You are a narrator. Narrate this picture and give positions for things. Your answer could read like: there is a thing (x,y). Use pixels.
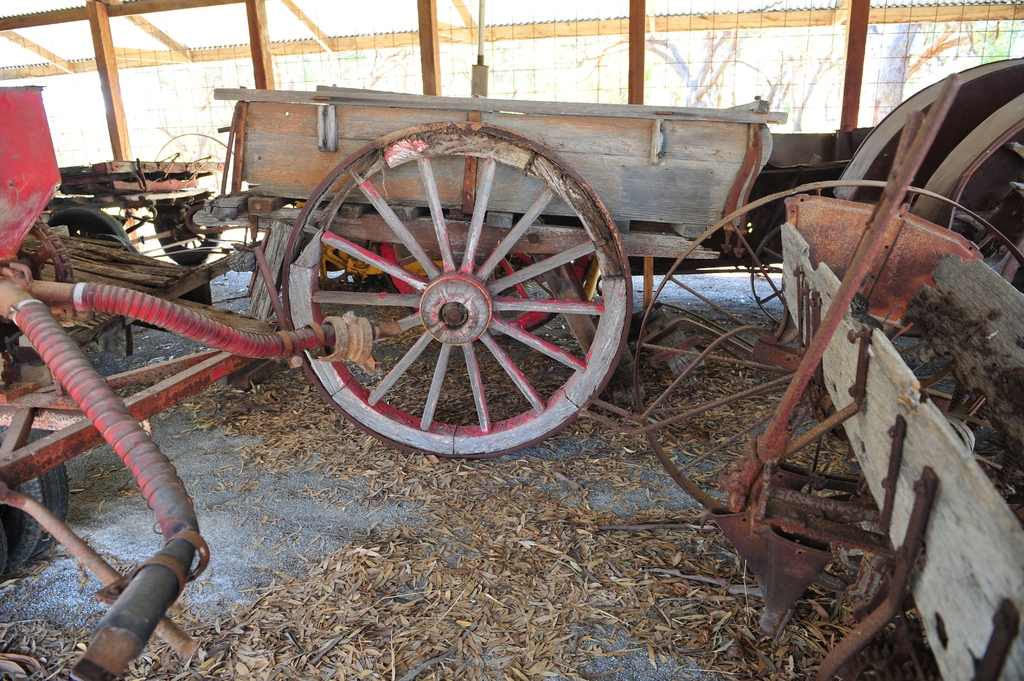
In this image I can see few carts (415,265), wooden logs (433,52), leaves (473,564) and few objects (123,629).
